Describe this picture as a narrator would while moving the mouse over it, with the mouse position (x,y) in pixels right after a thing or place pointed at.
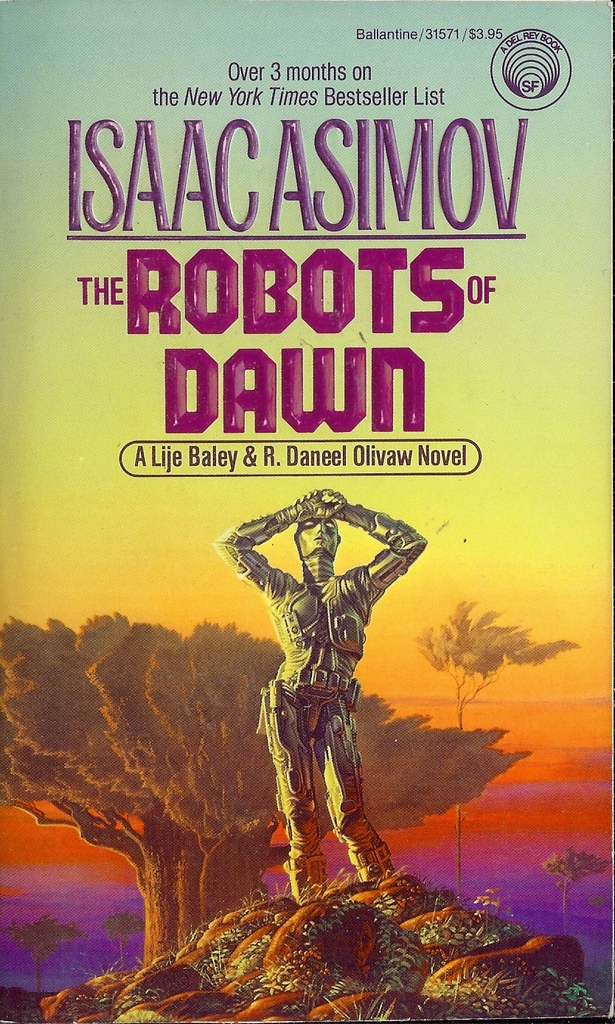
This looks like a poster. I think this is a robot (347,784) standing on the rocks (350,947). I can see the trees (188,816). These are the letters (351,386).
